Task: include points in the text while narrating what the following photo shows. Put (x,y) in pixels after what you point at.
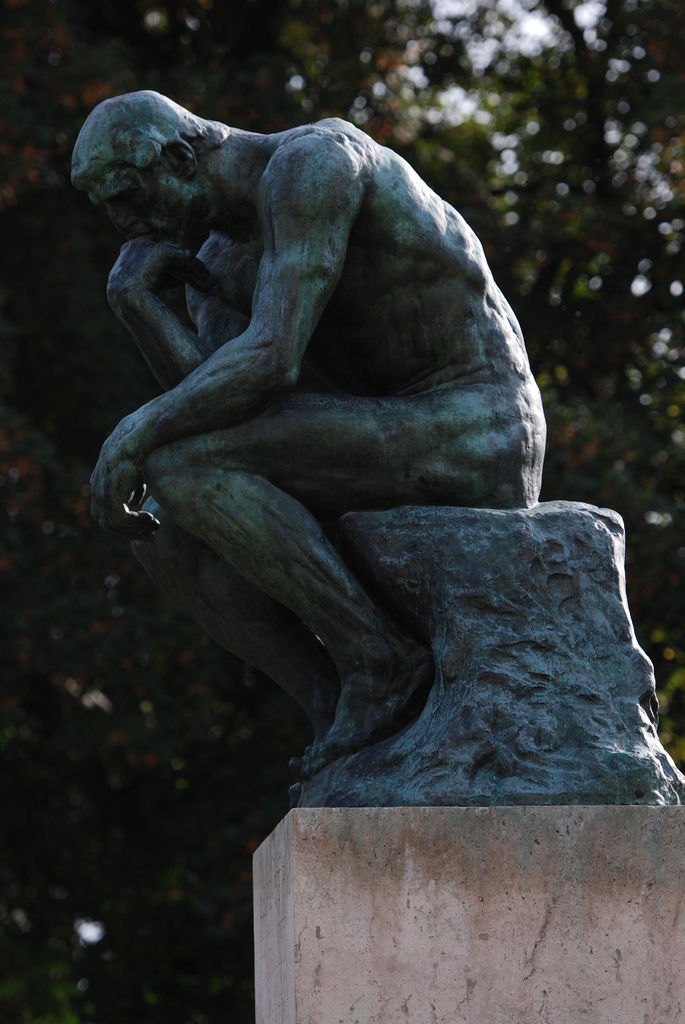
In the picture I can see the statue (347,204) of a person (345,352) sitting on the rock (515,655). I can see the base (616,950) at the bottom of the picture (448,928). In the background (50,18), I can see the trees (46,47).
